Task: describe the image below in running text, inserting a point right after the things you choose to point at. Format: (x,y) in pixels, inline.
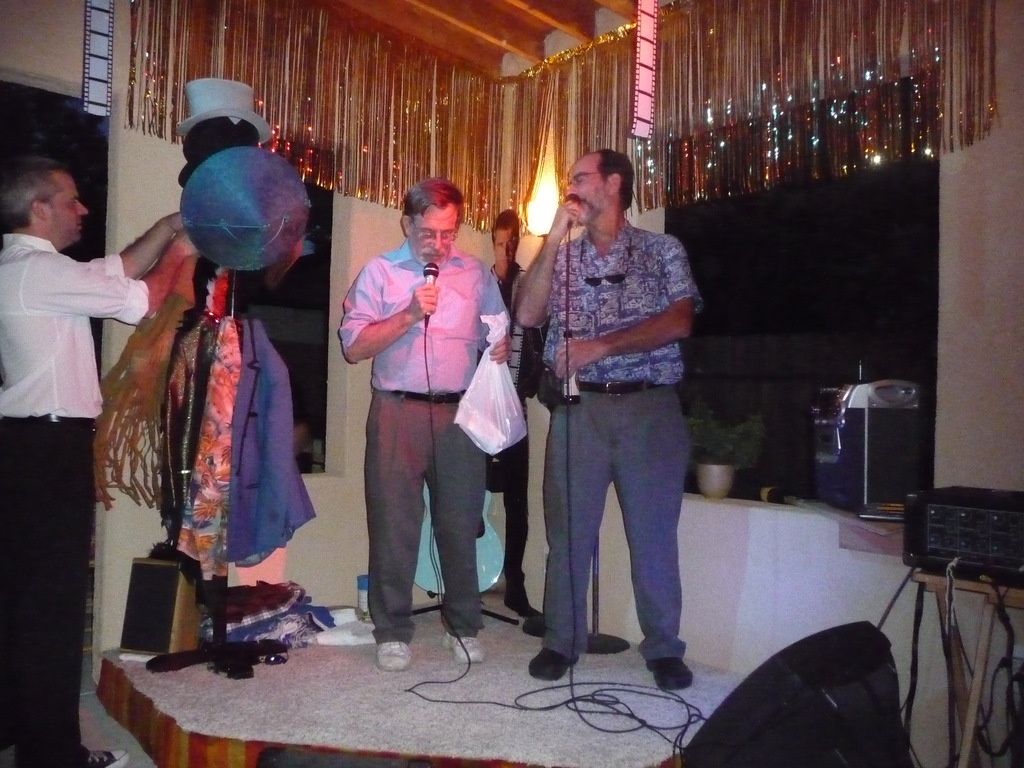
In this picture we can see a man (453,427) holding a cover (501,429) in one hand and a mic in another hand (419,302). There is a person (580,338) holding a bottle (565,341) in one hand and a mic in another hand (577,211). We can see a hat (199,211) and some clothes (199,333) on a stand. There are other objects (229,603) on the stage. We can see a human (53,567) on the left side (15,266). There is a loudspeaker (819,401) and a device (1012,504) on the right side (1017,521). We can see a few decorative items (573,124), wall (961,223) and a light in the background (159,137).
